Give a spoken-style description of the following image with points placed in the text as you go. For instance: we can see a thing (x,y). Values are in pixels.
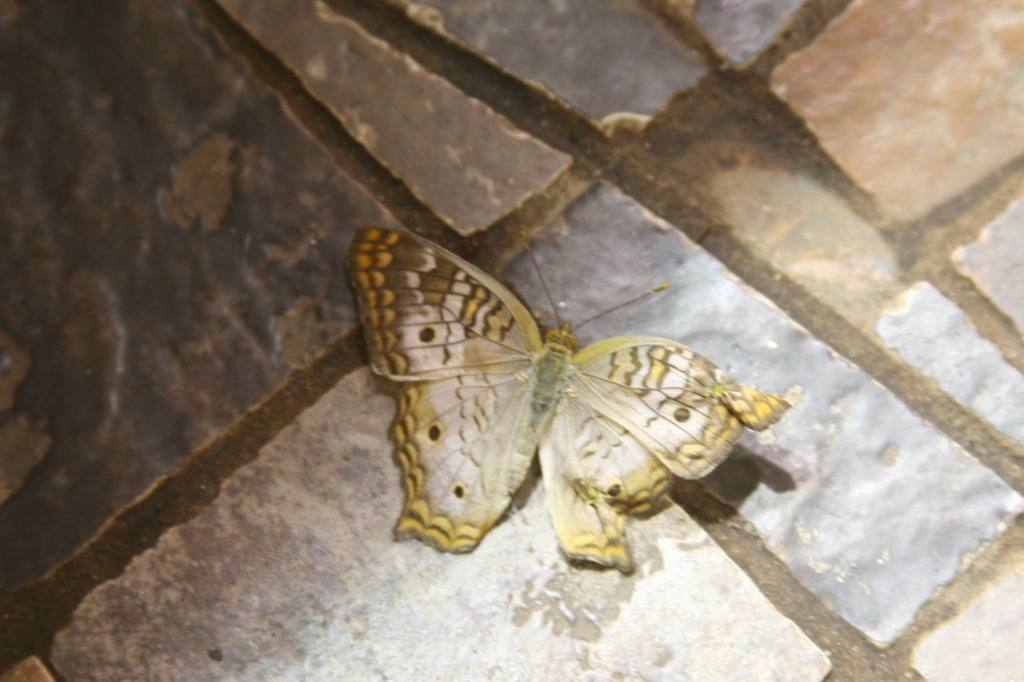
In this picture I can see a butterfly (500,403). I can also see rocks (369,462).
